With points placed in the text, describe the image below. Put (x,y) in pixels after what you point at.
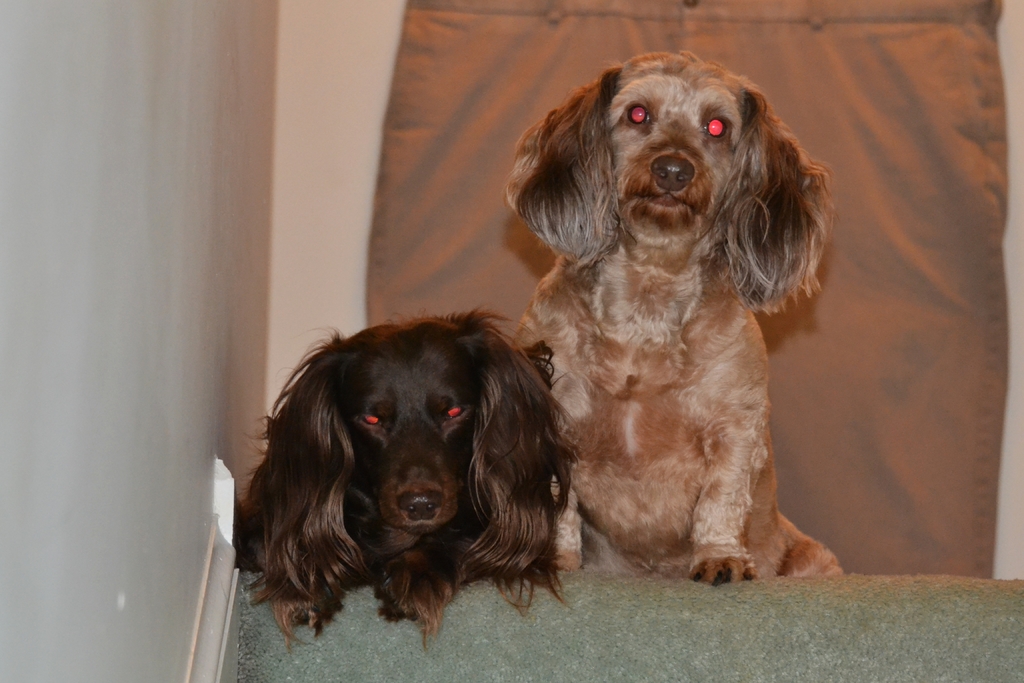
In this image in the center (411,394) there are two dogs (608,319) and on the left side (218,258) and in the background (364,162) there is a wall (310,223), and also in the background (908,153) there is a cloth (484,158). At the bottom (654,622) there is a carpeted stair (508,633).
